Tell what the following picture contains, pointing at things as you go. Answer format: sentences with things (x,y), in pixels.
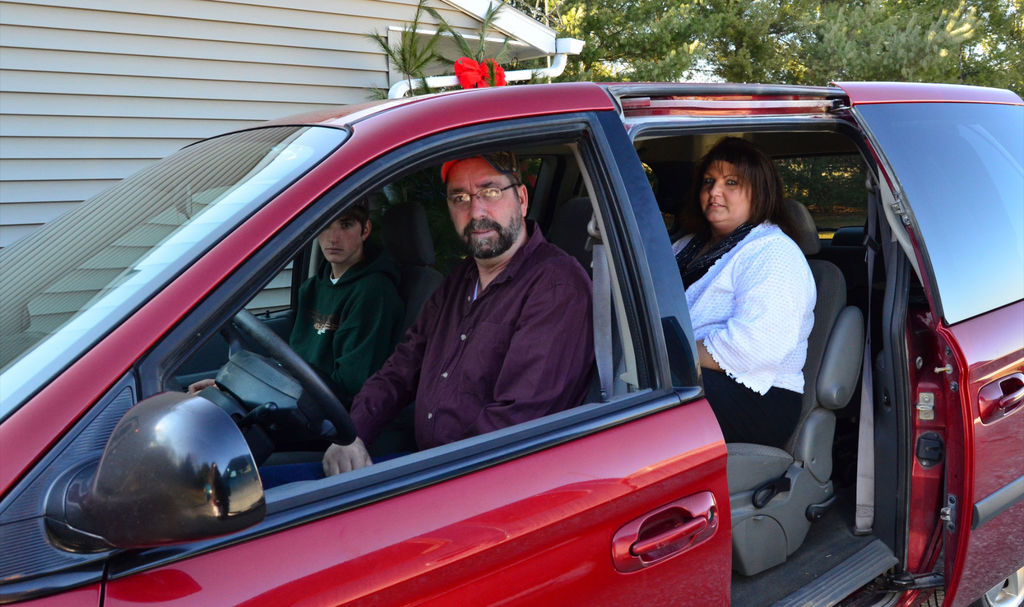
In this picture outside of the house (507,80). There are three people (471,391). They are sitting on a car (663,262). In the center (426,339) person (427,356) wearing a spectacle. We can see in background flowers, trees (801,29) and house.
